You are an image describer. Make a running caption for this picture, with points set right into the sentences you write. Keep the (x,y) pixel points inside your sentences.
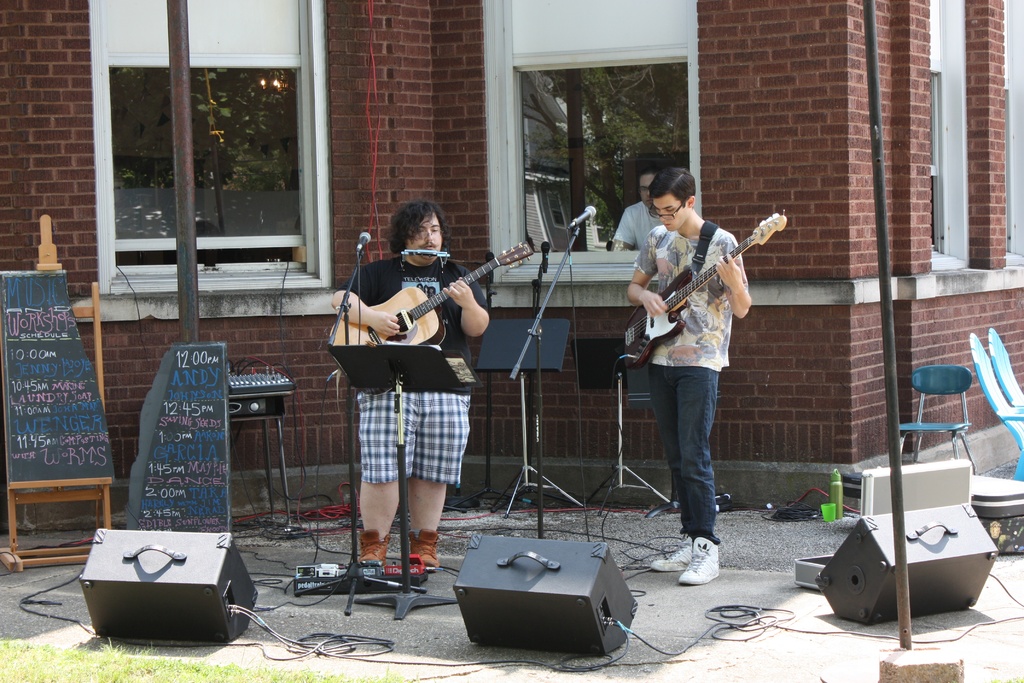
In this picture there are two men (674,366) playing guitars (414,307) in their hands (456,297) in front of a microphone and a stand (398,358). There are some speakers (562,557) and a board (186,437) here. In the background (390,151), there is a wall (420,140) and the window (600,107).
